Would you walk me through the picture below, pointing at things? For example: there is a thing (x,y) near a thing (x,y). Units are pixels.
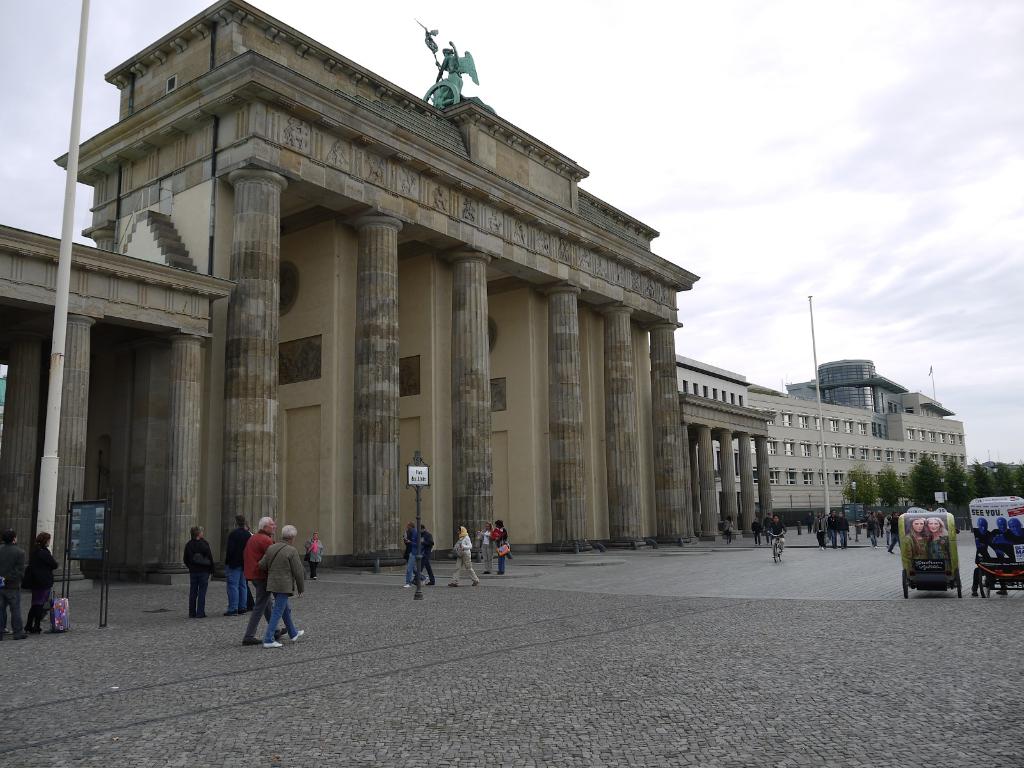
In this image we can see a few buildings (562,377) in which we can see a sculpture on one the buildings (615,287), there we can see a few people (209,554) walking on the road (968,568), vehicles (934,566), poles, few sign boards (80,551) and cloudy sky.
